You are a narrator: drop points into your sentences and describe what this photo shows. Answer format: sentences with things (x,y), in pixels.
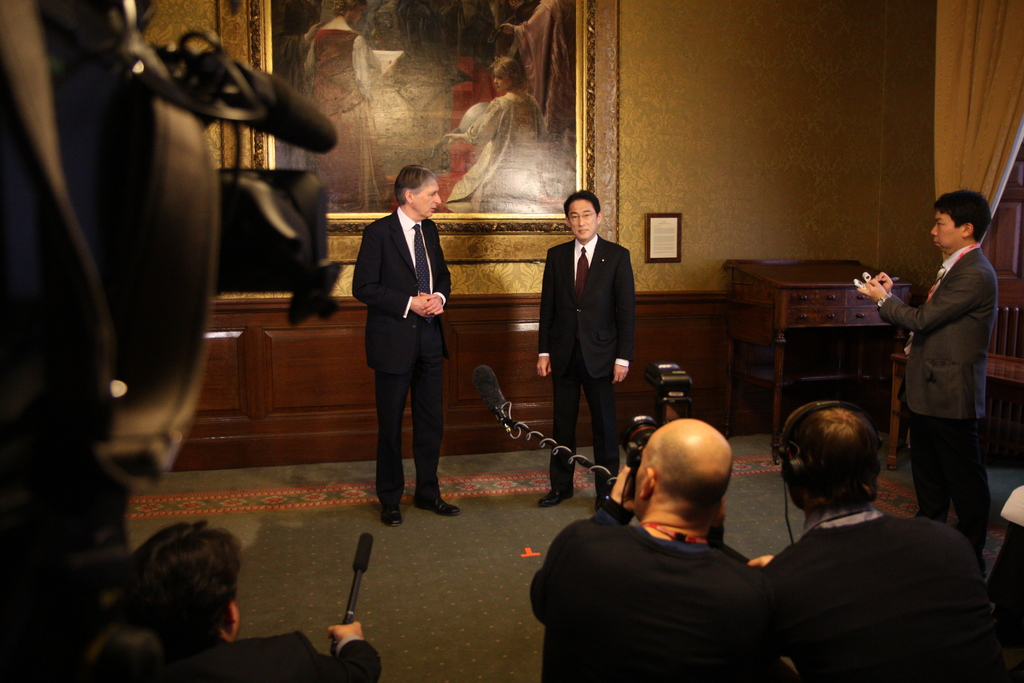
In this image in the front (579,585) there are persons (913,577) holding mic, camera (630,460). In the center (574,291) there are persons (551,331) standing. On the right side (926,335) there is a man (926,335) standing and writing. In the background (621,140) there is a wall (643,167) and on the wall (798,137) there is a frame (568,134). On the right side (1003,88) there is a curtain (1001,107) and there is a table (812,309) and on the left side (142,224) there is a camera (179,231).
